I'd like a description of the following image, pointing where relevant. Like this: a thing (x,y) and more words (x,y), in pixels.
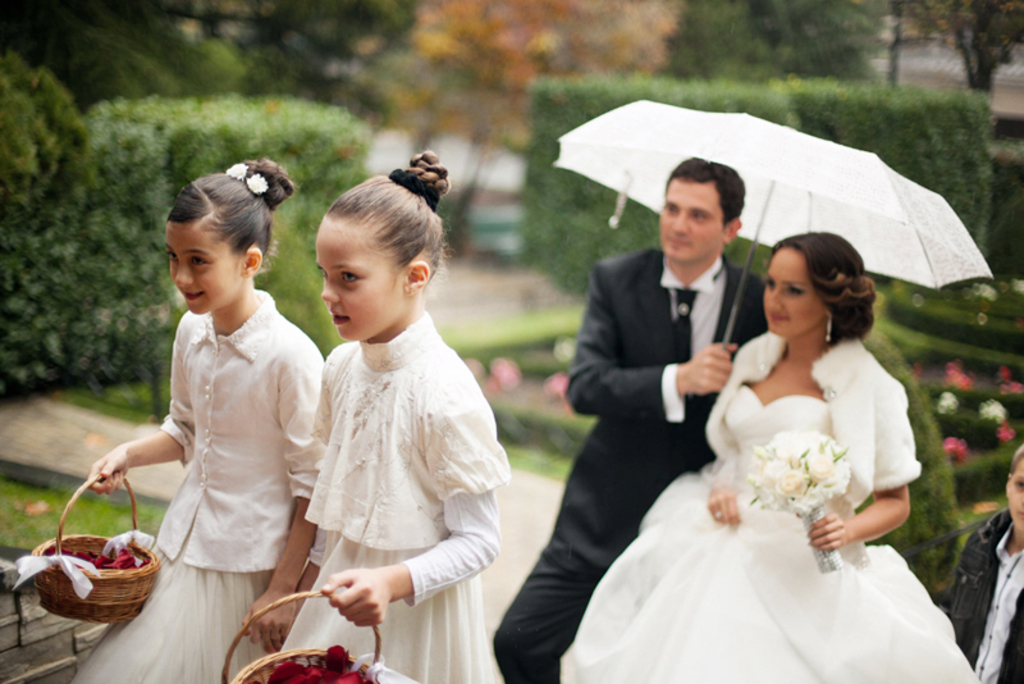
In this image there are persons (468,404) walking and holding objects (787,493) in their hands (824,516). In the background (553,78) there are trees (512,139), flowers (510,368) and plants (1021,332) and there's grass (151,530) on the ground (554,462).
